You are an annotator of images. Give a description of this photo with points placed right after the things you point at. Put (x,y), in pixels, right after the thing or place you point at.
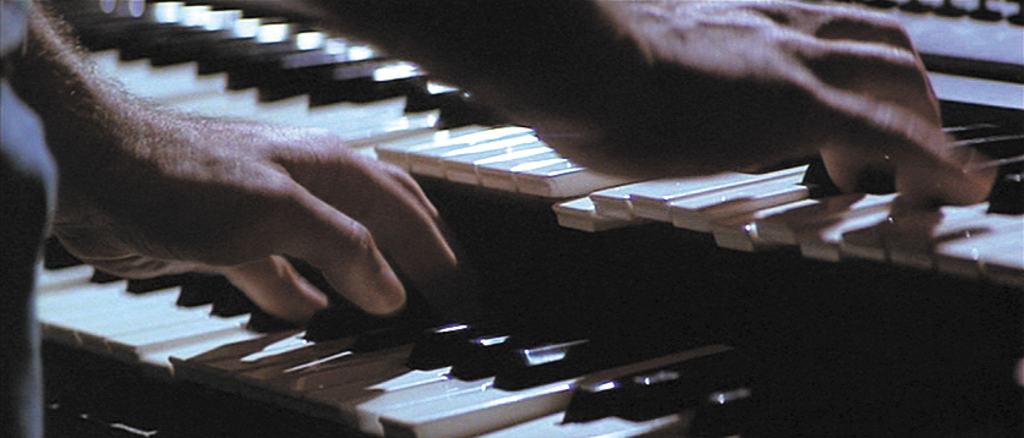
This picture we can see the hands (725,37) one man (55,88) is here and playing a keyboard (168,56).
